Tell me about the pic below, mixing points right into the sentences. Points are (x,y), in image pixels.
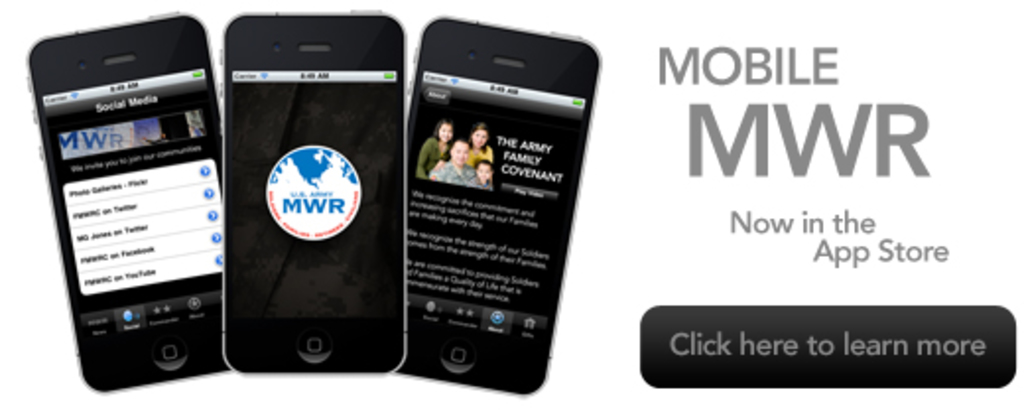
In this image I can see few mobiles (280,204) and I can see something written on the image and the background (461,6) is in white color.
